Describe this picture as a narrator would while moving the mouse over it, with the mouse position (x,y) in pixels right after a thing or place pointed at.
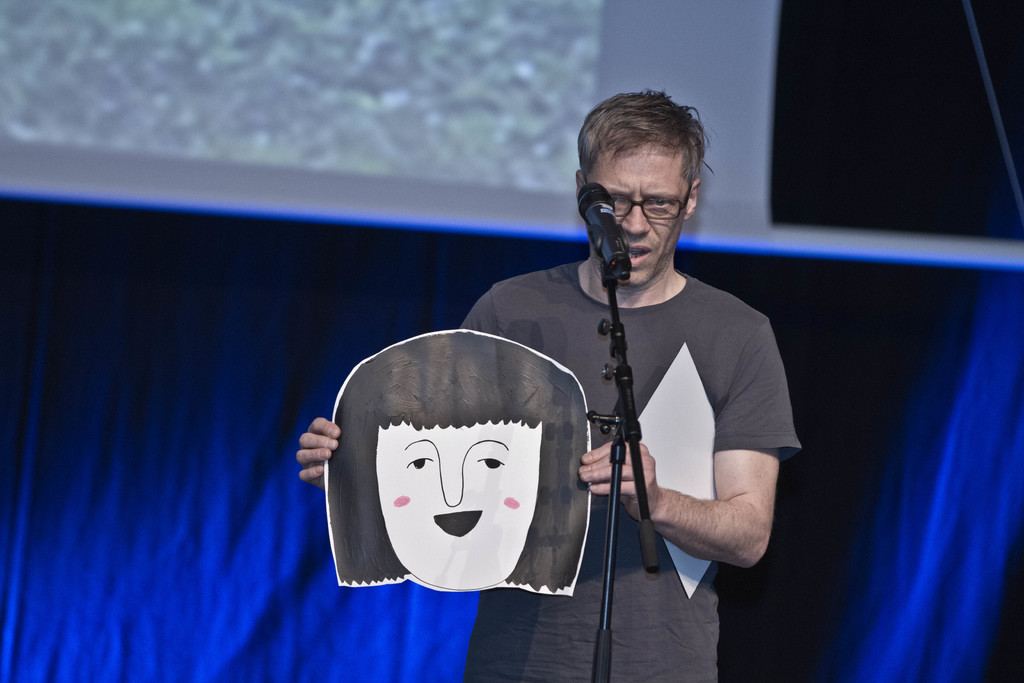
In this image we can see a person (528,343) and the person (604,451) is holding a paper (530,494). In front of the person (626,225) we can see a mic (613,245) with a stand (595,650). Behind the person (767,386) we can see a blue background (814,417). At the top (359,124) we can see some image (383,136) displayed on the projector screen (408,162).
